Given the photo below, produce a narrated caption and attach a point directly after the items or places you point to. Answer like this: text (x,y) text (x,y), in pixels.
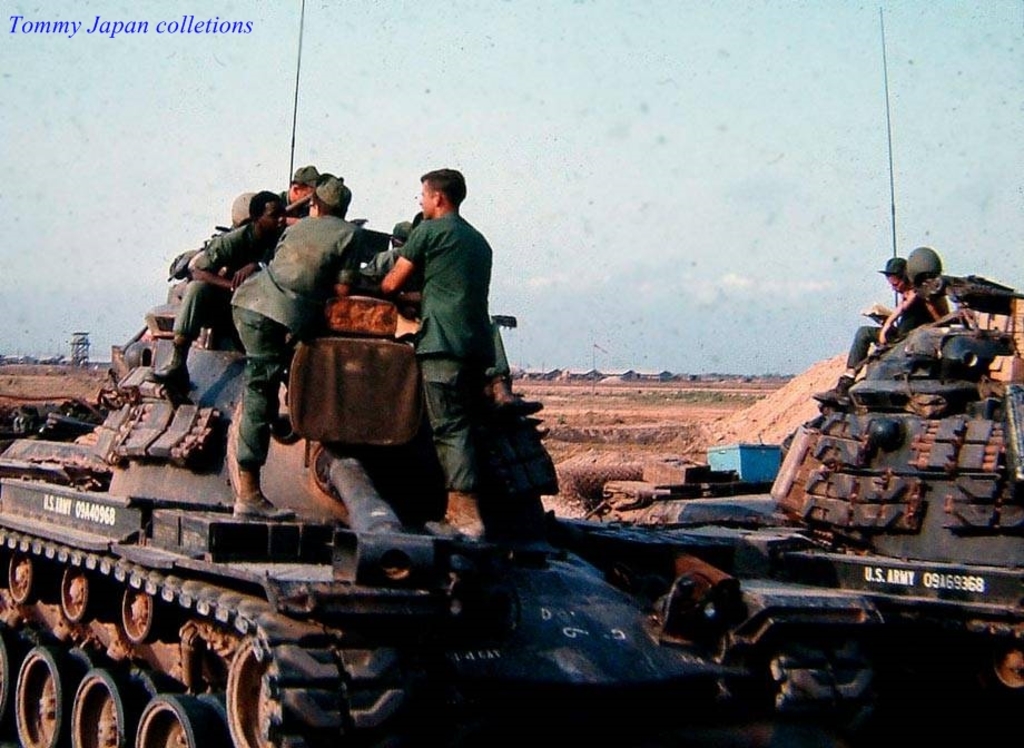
In this image, we can see some military tanks (788,608) and the people (448,346) are standing and sitting on it. In the background (559,375), we can see some tents (662,378) and the sky (851,162).
